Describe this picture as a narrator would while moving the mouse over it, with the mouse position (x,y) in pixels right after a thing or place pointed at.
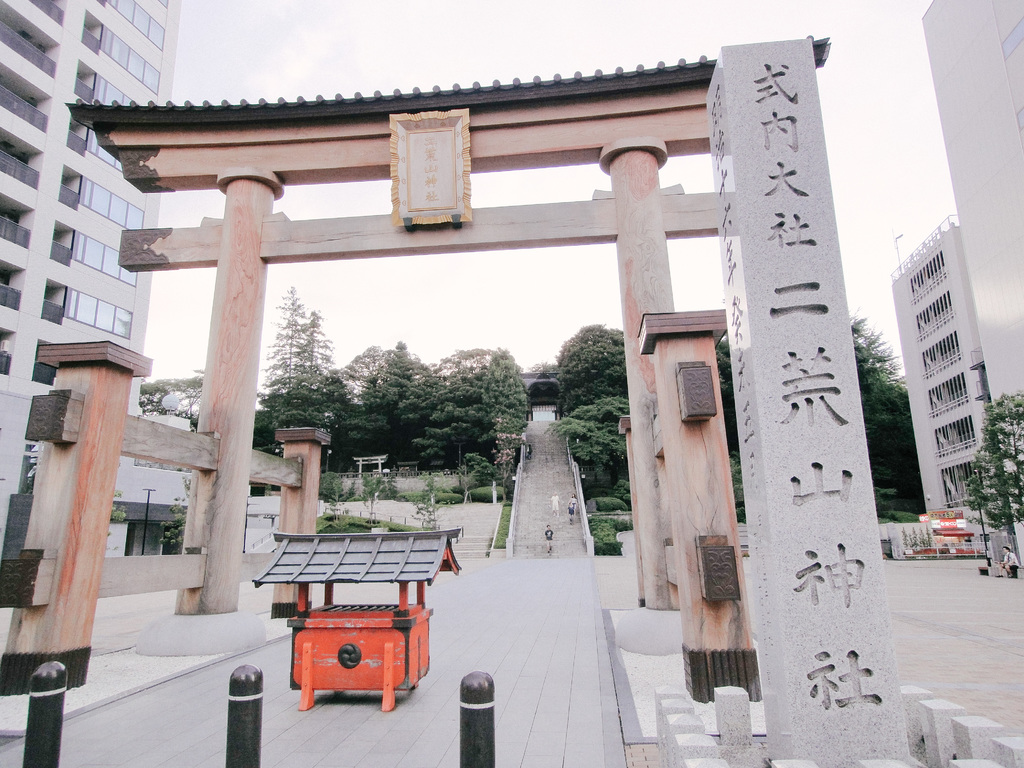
In the center of the image (677,480) we can see arch (684,221). On the right side of the image (1016,482) we can see trees (1003,478) and buildings (911,350). On the left side of the image (7,477) we can see buildings (33,477). In the background (376,396) we can see stairs (543,477), trees (521,427) and sky (349,306).
